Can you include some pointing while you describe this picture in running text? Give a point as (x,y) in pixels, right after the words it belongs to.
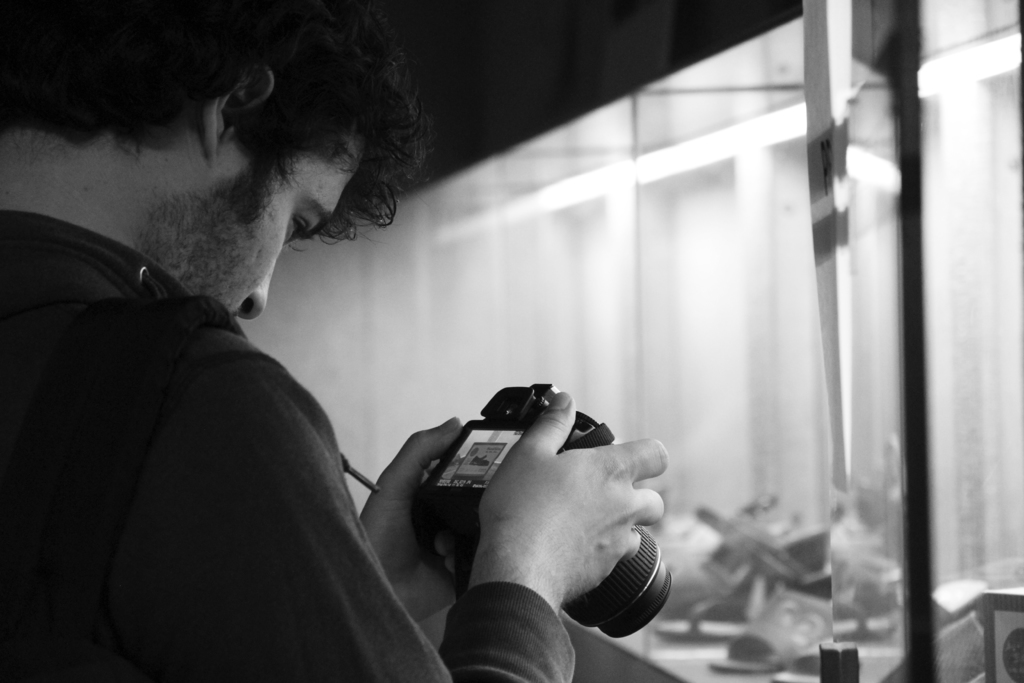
In the image I can see a man (256,243) on the left side (253,449) and he is holding a camera (528,408) in his hands (444,435). I can see the glass window (737,162) on the right side (952,165). I can see the footwear (752,652) at the bottom of the image (812,580).
